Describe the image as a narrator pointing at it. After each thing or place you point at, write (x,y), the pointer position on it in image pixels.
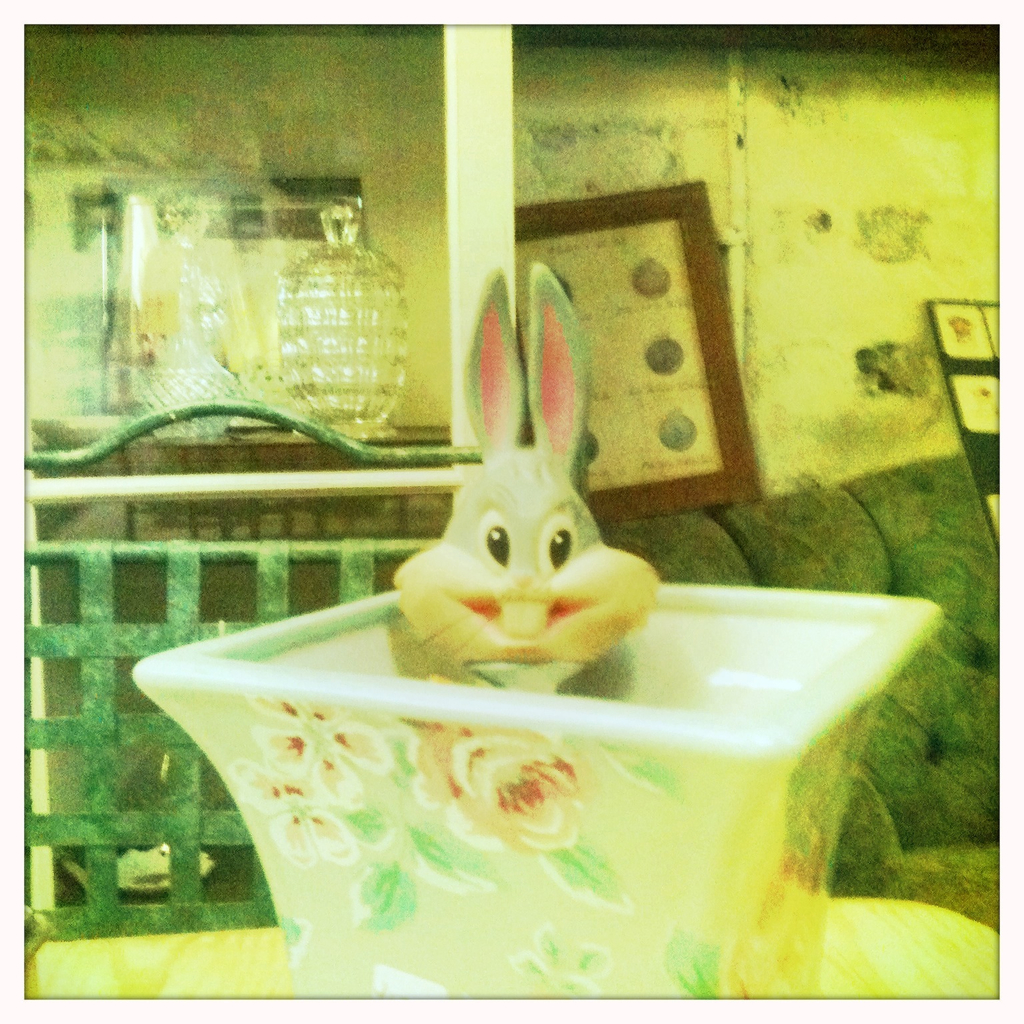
In this picture I can see a toy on the table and looks like a frame (652,408) on the wall (568,159) and I can see sofa (784,551) and glass jars (315,385) and a mirror (259,361) and looks like a board (988,463) with some posters (969,401) on the right side of the picture (997,422).
